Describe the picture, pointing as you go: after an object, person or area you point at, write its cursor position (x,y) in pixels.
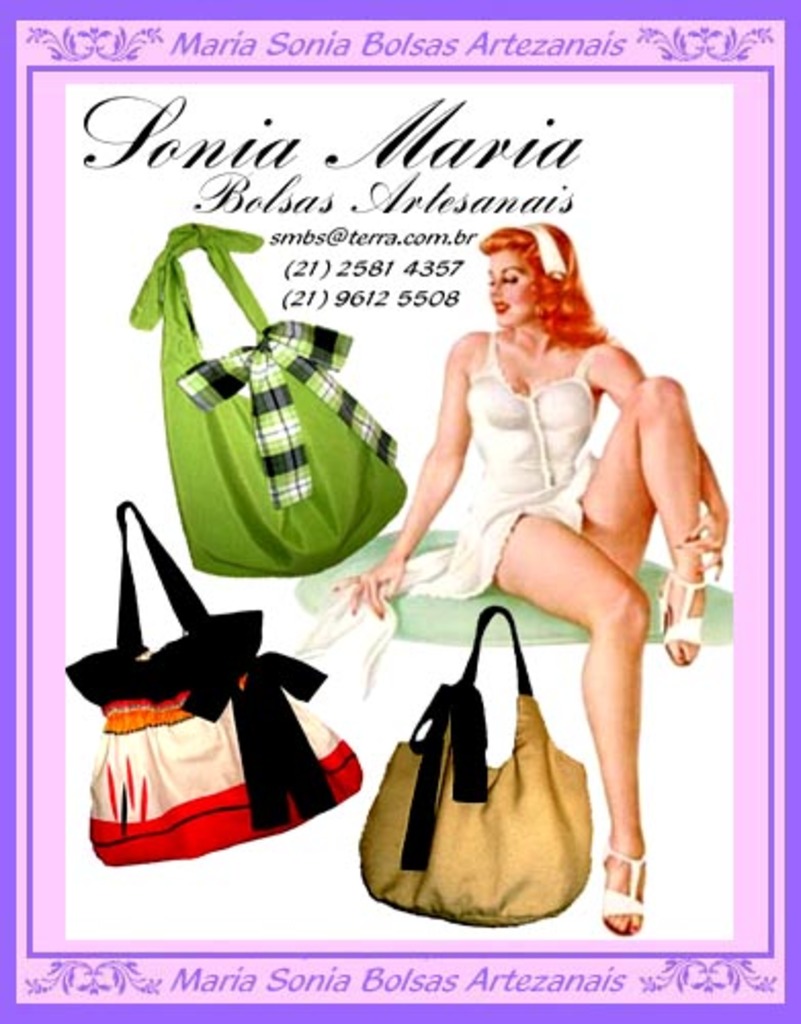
There is a poster (520,989) having an image of a woman (416,509) who is in white color dress (516,403) and is smiling and sitting on a surface (420,538), there are black color texts (382,240), there are different colors bags (157,726) and violet color borders (31,14). And the background of this poster (111,159) is white in color.
